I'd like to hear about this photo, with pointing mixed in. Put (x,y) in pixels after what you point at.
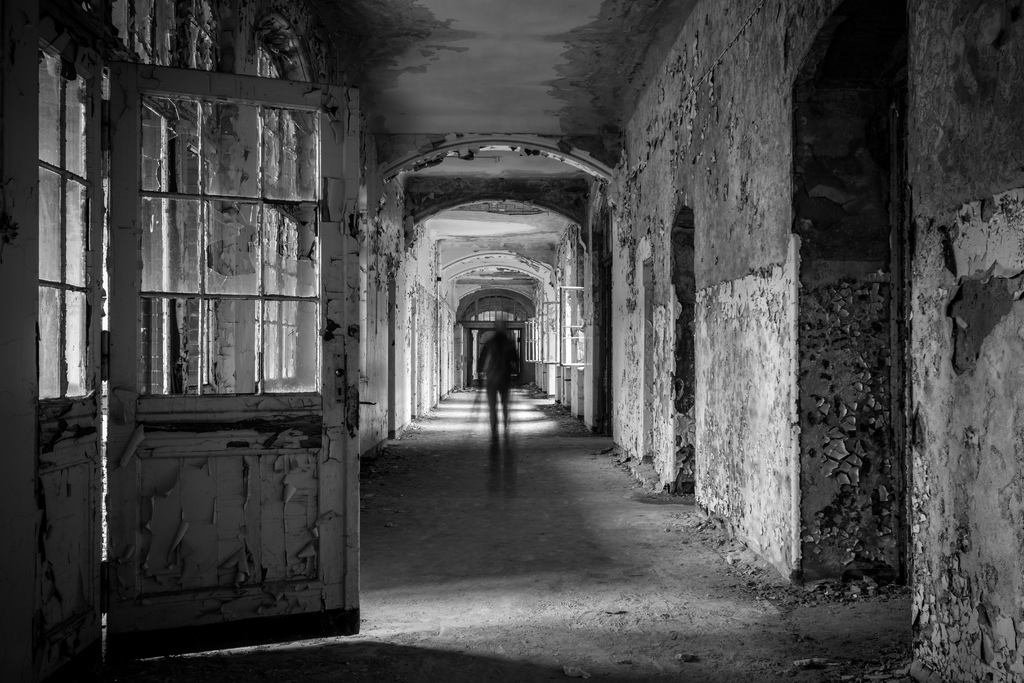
In this image I can see the person (504,404) standing inside the building (389,375). But the person (502,382) is blurred. To the left (167,335) I can see the door (175,294) and this is a black and white image.
